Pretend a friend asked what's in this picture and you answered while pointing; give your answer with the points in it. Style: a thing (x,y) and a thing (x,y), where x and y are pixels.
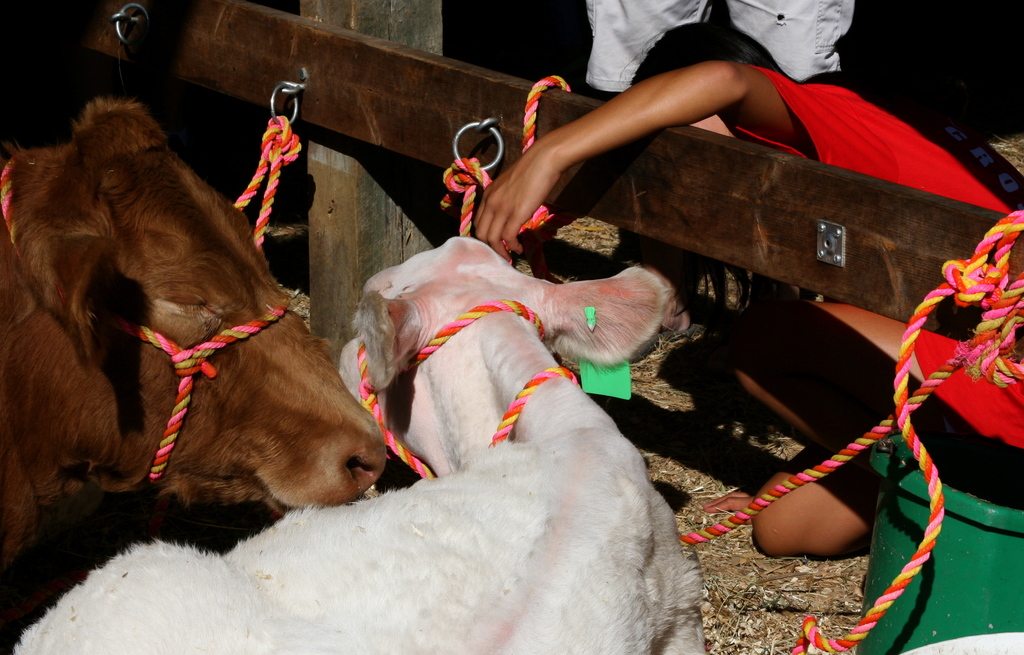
In this image I can see a brown colour cow (129,419) and a white colour cow (436,516). I can also see ropes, two persons (773,328), a green colour thing (916,489) over here and I can see this person (796,152) is wearing red colour dress (842,157).
